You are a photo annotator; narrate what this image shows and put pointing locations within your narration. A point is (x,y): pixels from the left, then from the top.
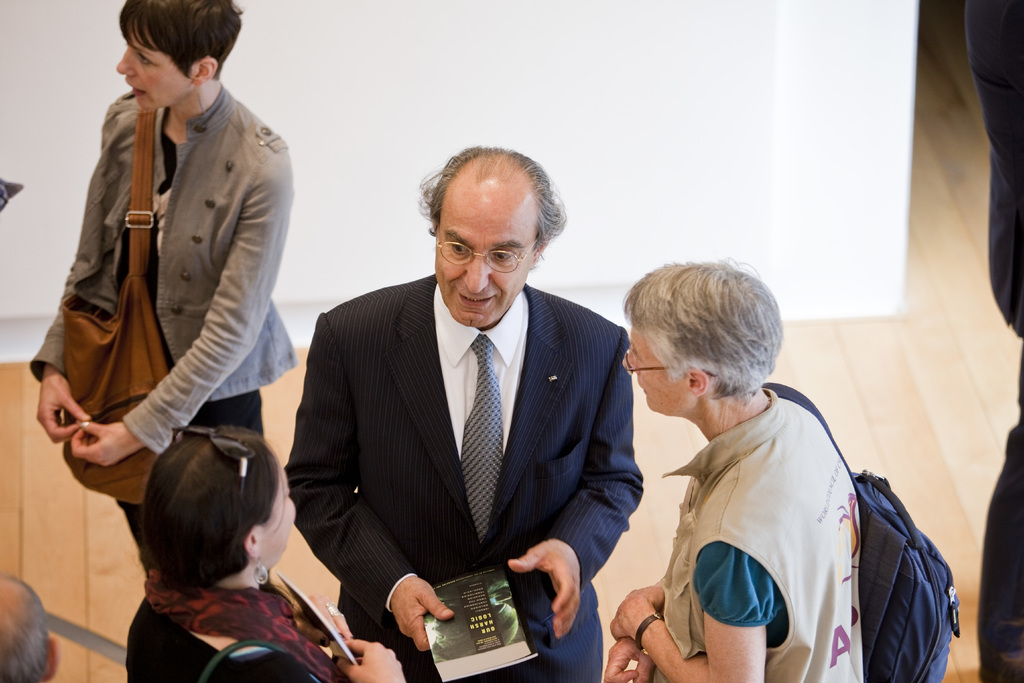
There is a person (502,268) wearing suit (517,430), shirt (504,413), tie (490,398) and holding a book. In front of him, there are two women (671,400) who are listening to him. In the background (285,0), there is a white color wall (238,82).
